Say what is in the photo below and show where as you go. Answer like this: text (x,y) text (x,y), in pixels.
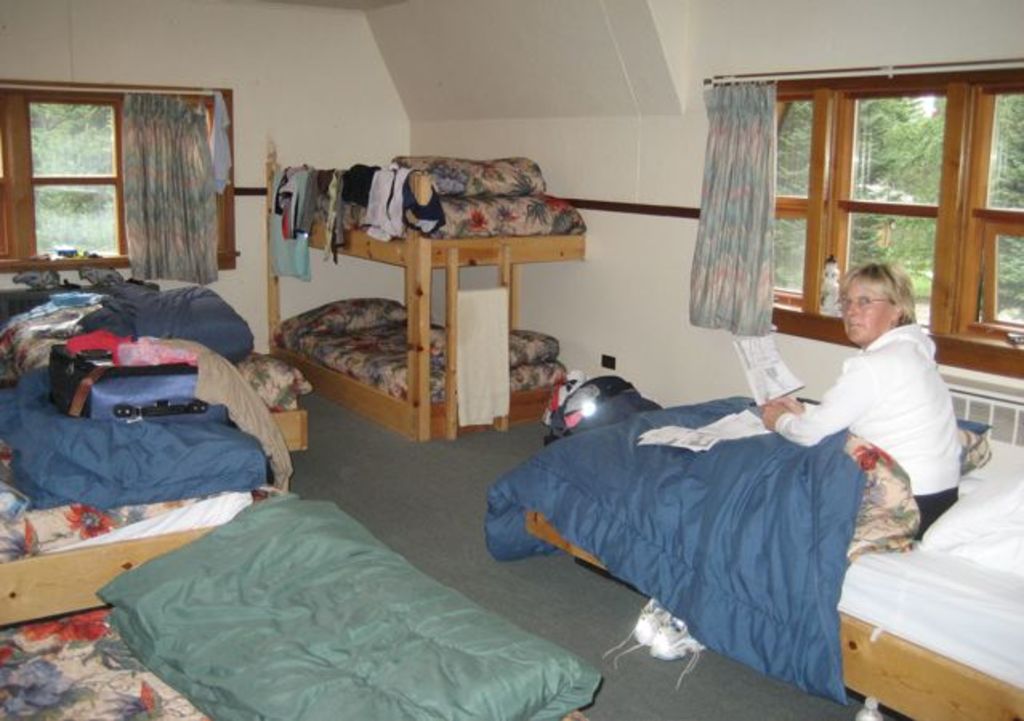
In the image it is a bedroom (249,436), there are few beds (569,450) and on one of the bed (850,464) there is a woman (846,421), she is holding some book (776,369) and beside her there is a window (800,201) and the room (259,345) is very messy with the clothes (439,229) and in the background (97,67) there is a wall (53,75) and in between the wall (124,69) there is a window (86,190).
